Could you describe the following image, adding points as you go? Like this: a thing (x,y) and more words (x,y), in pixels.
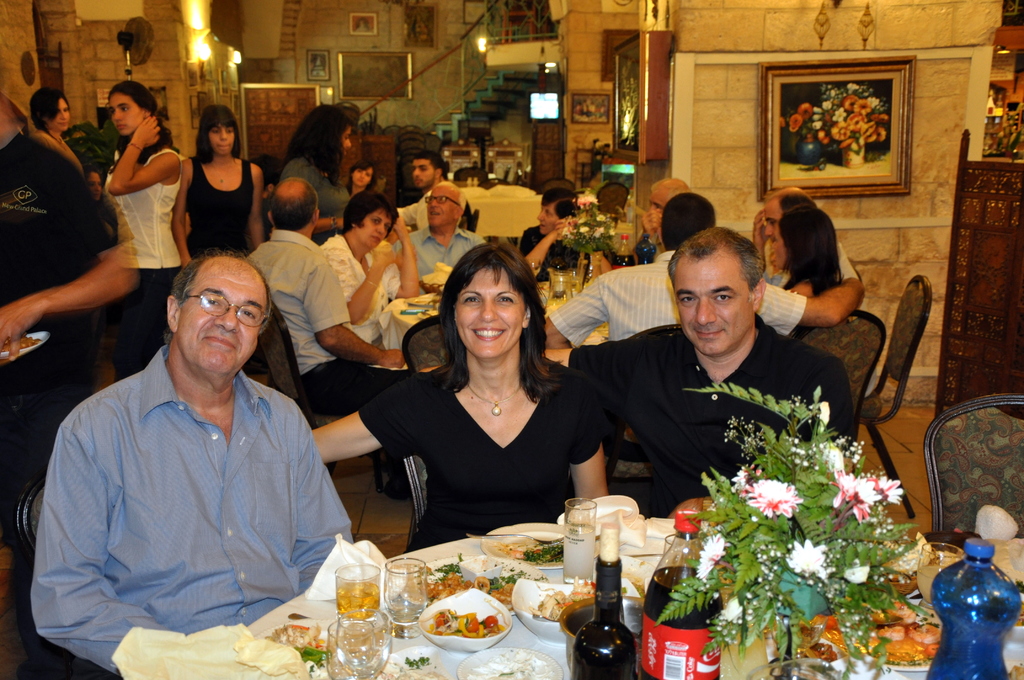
In the center of the image (436,450) we can see three persons (437,443) are sitting and they are smiling. In front of them, we can see one table (497,645). On the table (622,593), we can see a cloth (518,629), glasses (373,651), bottles (656,577), some food items (819,627), bowls (471,597), one bouquet (784,622) and some objects (581,604). On the right side of the image (973,462), there is a chair (965,442). In the background (802,140) there is a wall (756,82), lights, frames (817,82), tables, bottles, few people (339,152) are standing, few people (411,213) are sitting and a few other objects (514,147).
